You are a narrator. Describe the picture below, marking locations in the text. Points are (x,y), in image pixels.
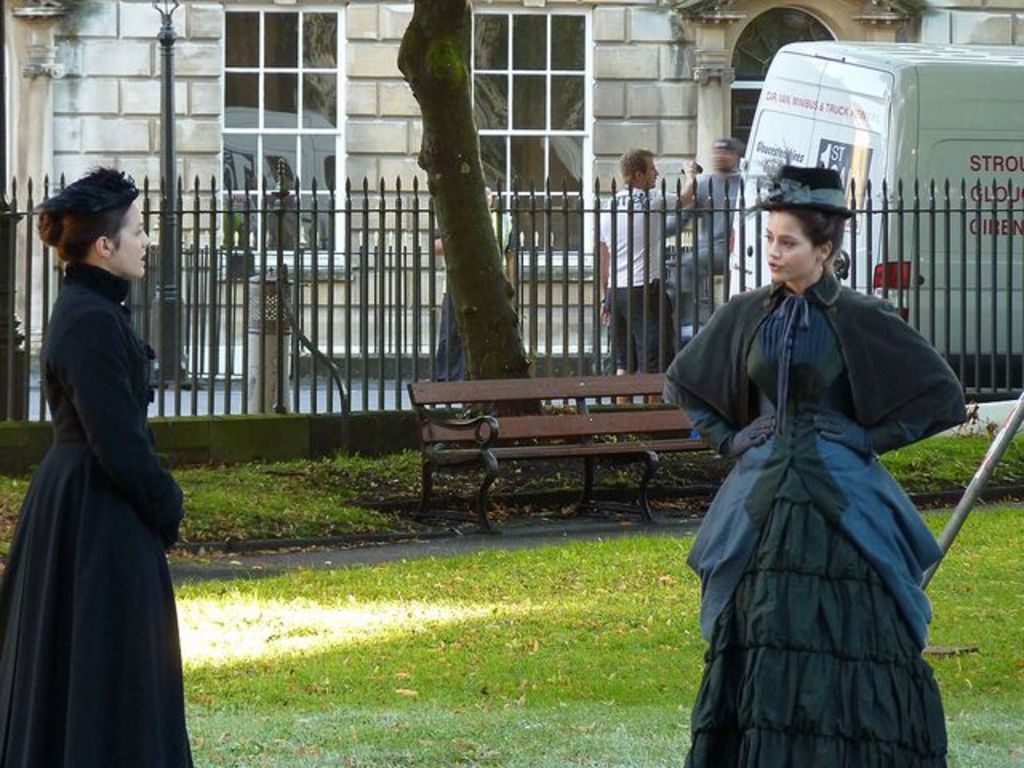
Here we see two women (769,182) standing and speaking to each other and we see a tree (466,276) and a bench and a van (747,150) parked and we see a building (508,2) and two men (616,229) standing near the van (748,156).
